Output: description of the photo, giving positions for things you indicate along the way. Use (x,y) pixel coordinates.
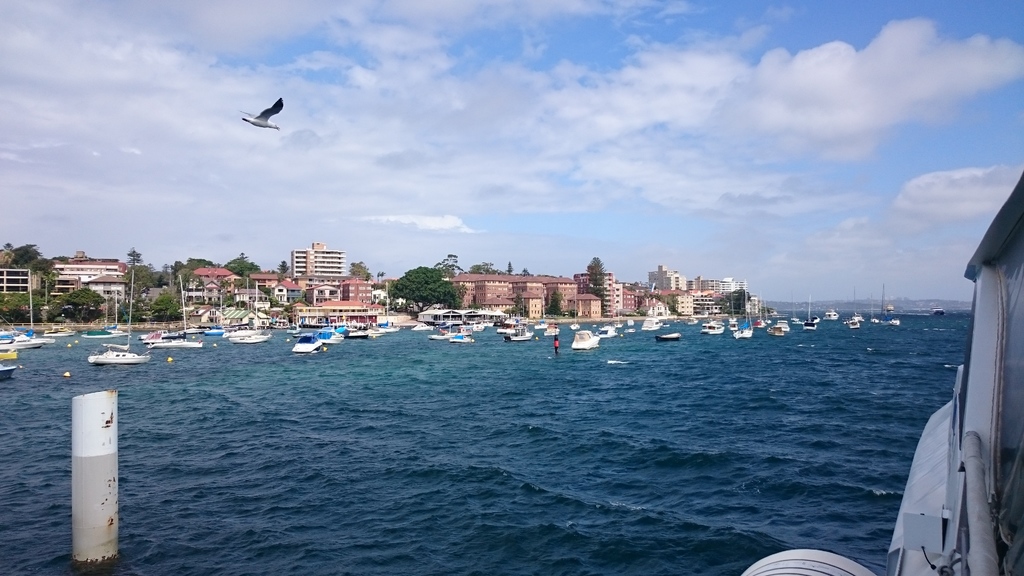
In this image we can see some buildings (469,297), trees (431,269), ships (601,328), poles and other objects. At the top of the image (313,143) there is the sky (379,152) and a bird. At the bottom of the image (118,508) there is water (152,488) and a pole (96,498). On the right side of the image (957,565) it looks like a ship (993,355).
